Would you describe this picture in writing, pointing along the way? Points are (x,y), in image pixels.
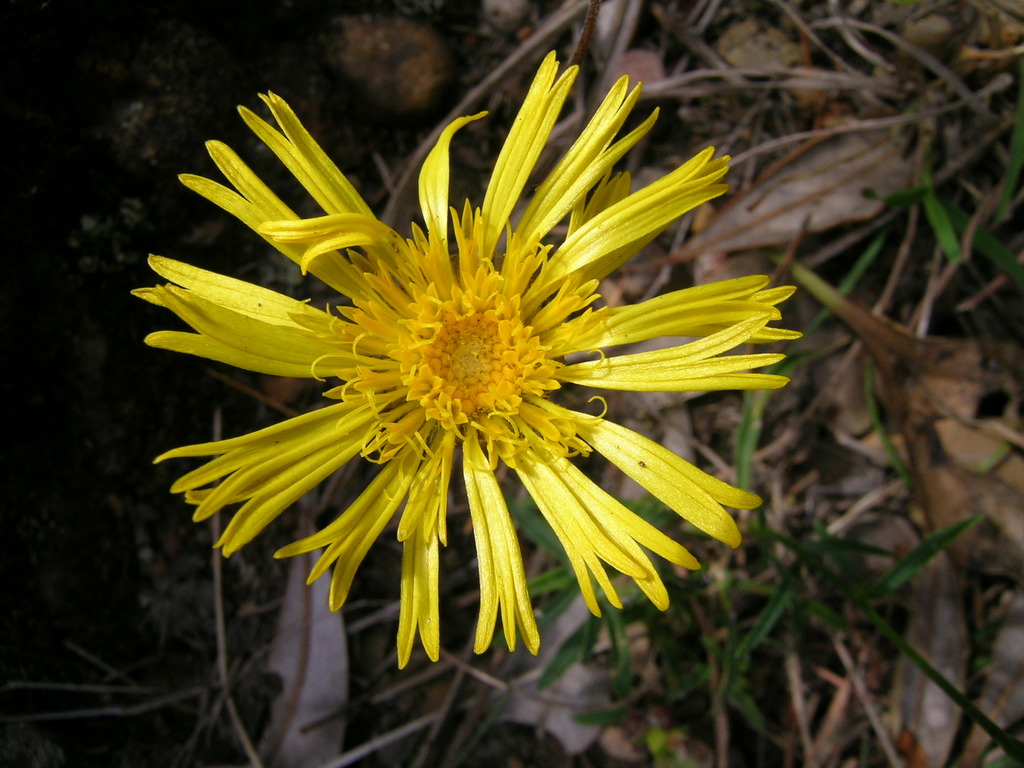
In front of the image there is a flower (652,537). At the bottom of the image (270,718) there are dried leaves (1020,483) and plants (804,548).
